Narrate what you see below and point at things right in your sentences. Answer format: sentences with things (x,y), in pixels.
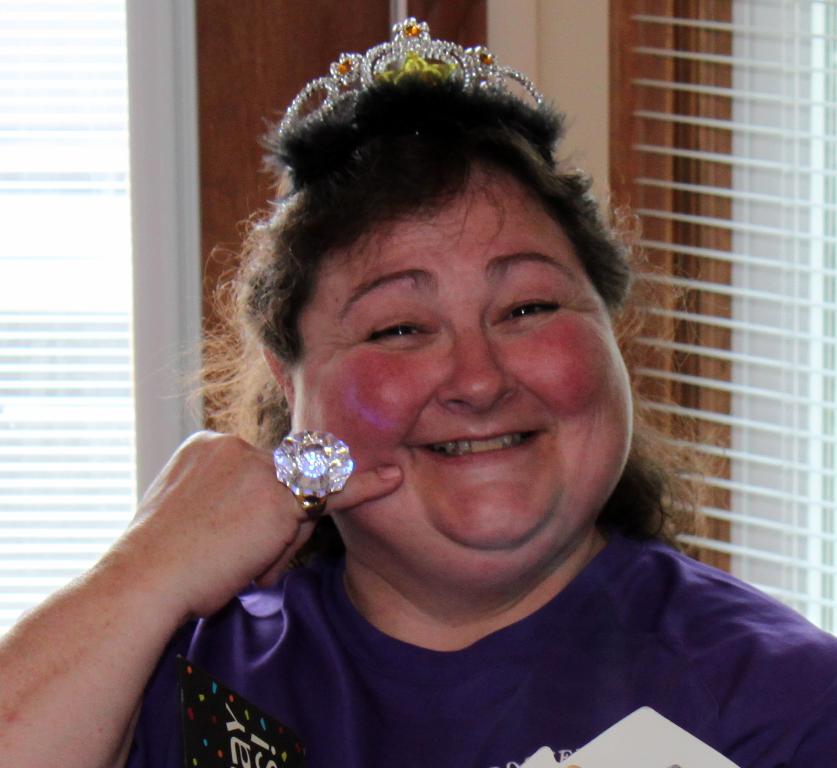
In this image, we can see a woman (351,632) with crown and finger ring (299,471). She is smiling. In the background (287,79), we can see wooden object (278,104), window shades (726,360) and glass objects (130,353).
